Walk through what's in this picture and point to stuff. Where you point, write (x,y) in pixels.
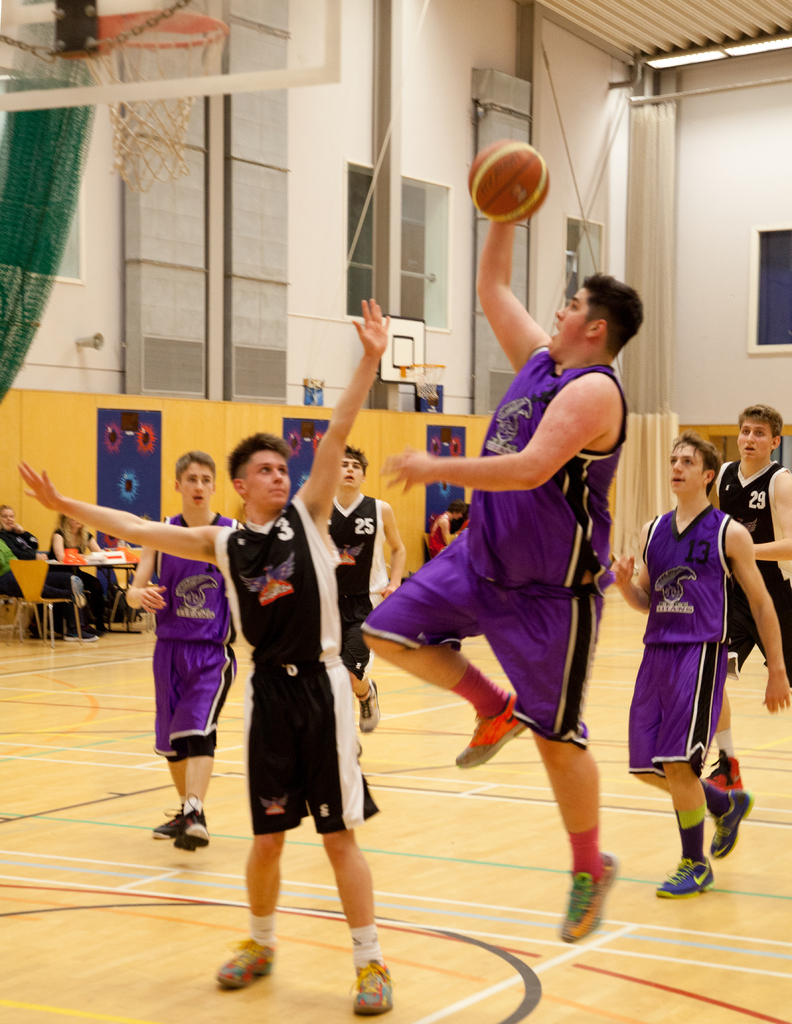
In this image there are a group of people (226,662) who are playing basketball, and in the background (65,520) there are some people (65,520) sitting on chairs (17,571). And there are some tables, and also there are some boards (118,432), wall (728,459), windows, curtain (637,128), poles (384,95), net (144,136) and some objects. And at the top (82,71) there is a glass board (257,66) and ceiling (697,27), and at the bottom (278,942) there is floor (106,922).
